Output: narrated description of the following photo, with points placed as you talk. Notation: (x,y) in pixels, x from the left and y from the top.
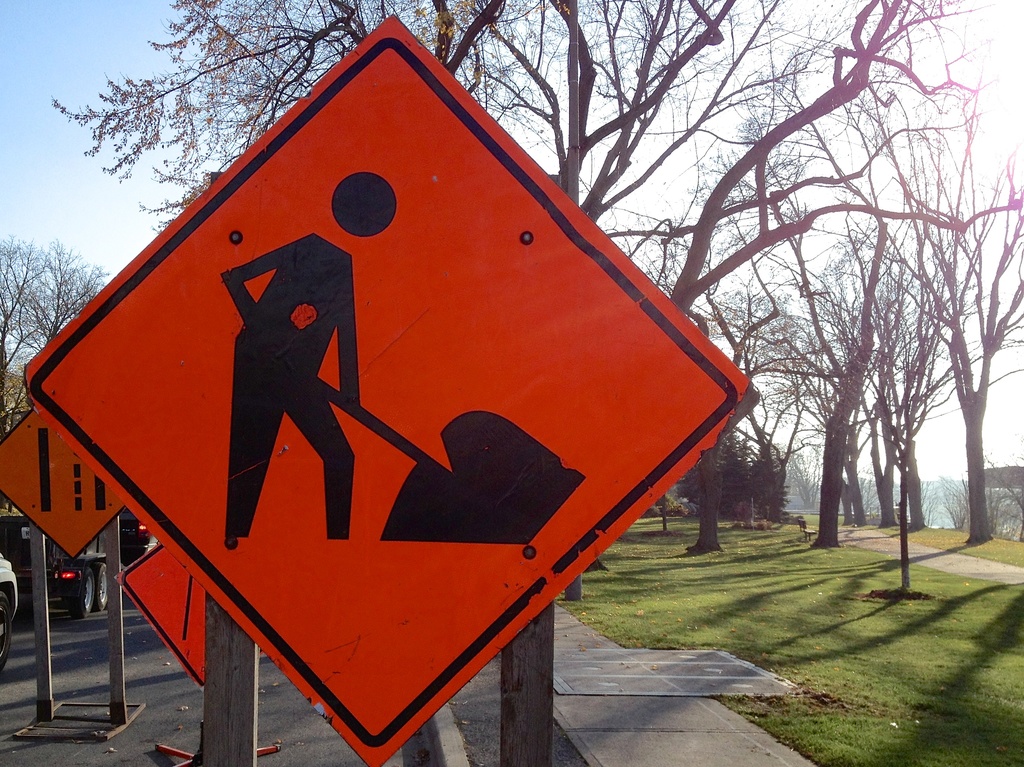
In this image we can see a few sign boards (232,605) and vehicles (75,609) on the road (61,614) and in the background (769,333) there are few trees (833,538) and sky (202,98).
